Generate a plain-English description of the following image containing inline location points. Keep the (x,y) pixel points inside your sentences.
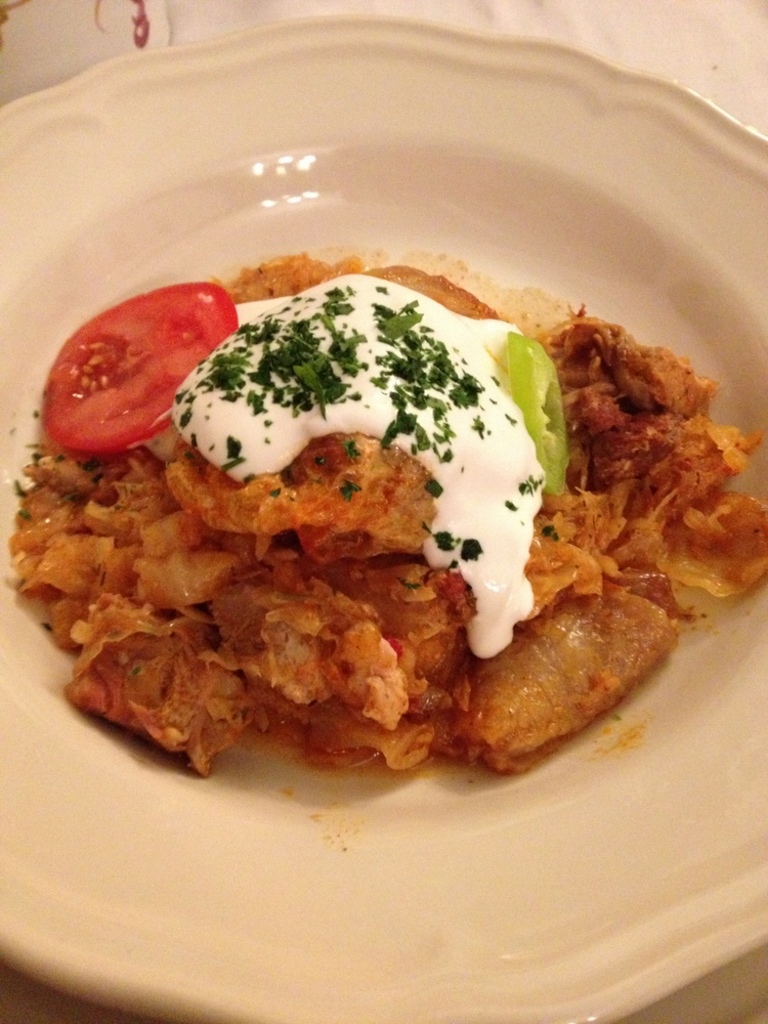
In this image we can see food (428,670) in a plate (324,246).
